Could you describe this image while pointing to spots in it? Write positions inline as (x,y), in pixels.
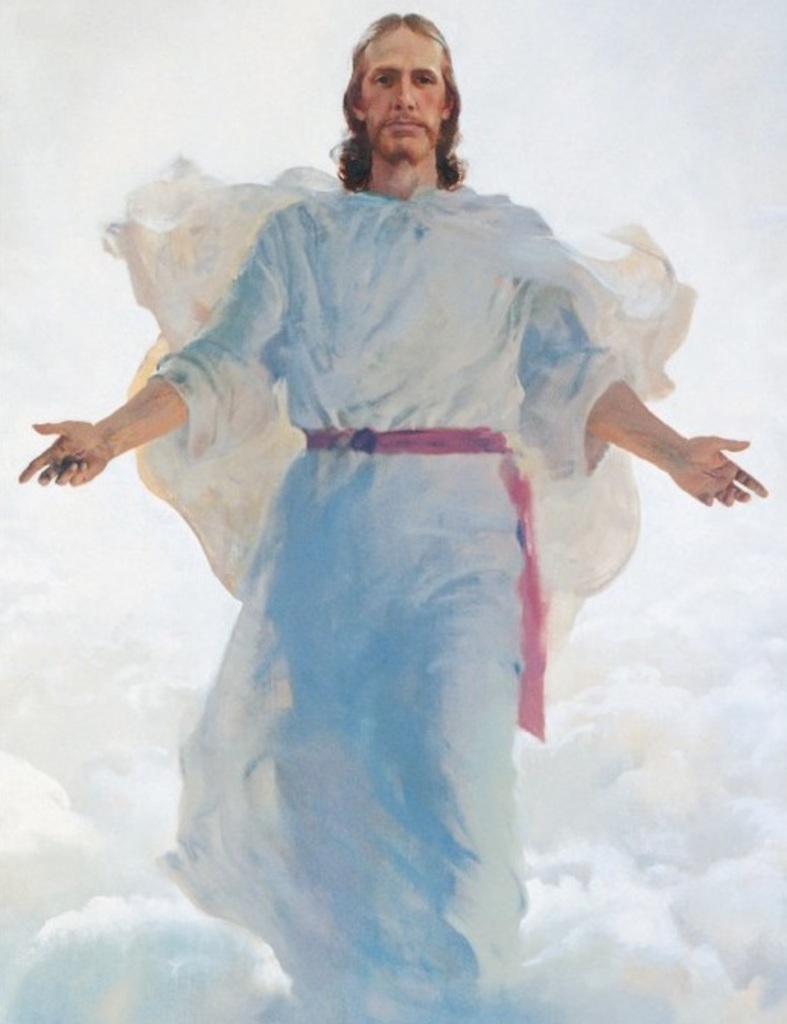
In the image we can see there is a painting (314,823) of a person (355,598) standing on the clouds (61,804) and the person (430,621) tied red colour cloth (504,447) around his waist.
